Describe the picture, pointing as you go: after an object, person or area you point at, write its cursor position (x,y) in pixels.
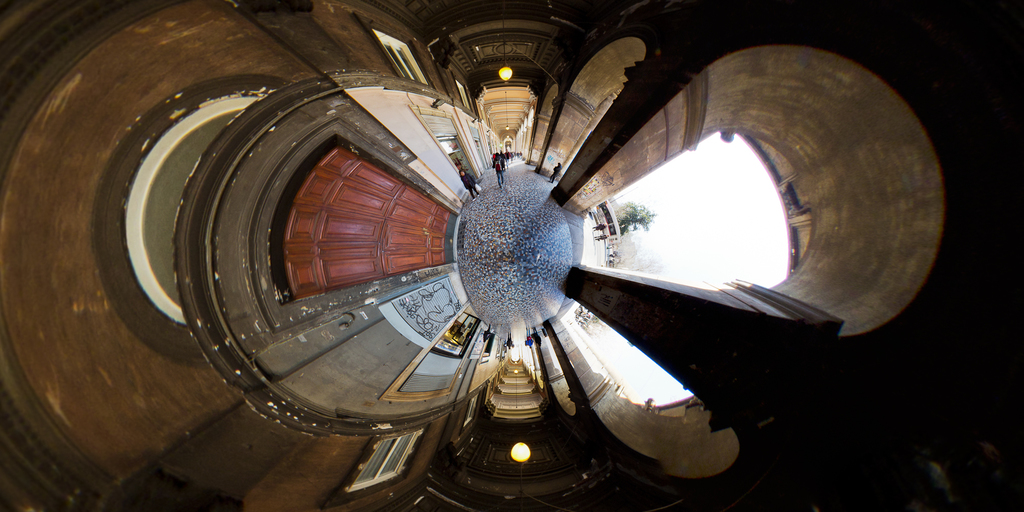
In the middle of the image (400,258) few people (552,179) are walking and there is a door (357,242) and tree (636,263) and there are some frames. At the top of the image (523,97) there is roof (511,59) and light (506,73).
